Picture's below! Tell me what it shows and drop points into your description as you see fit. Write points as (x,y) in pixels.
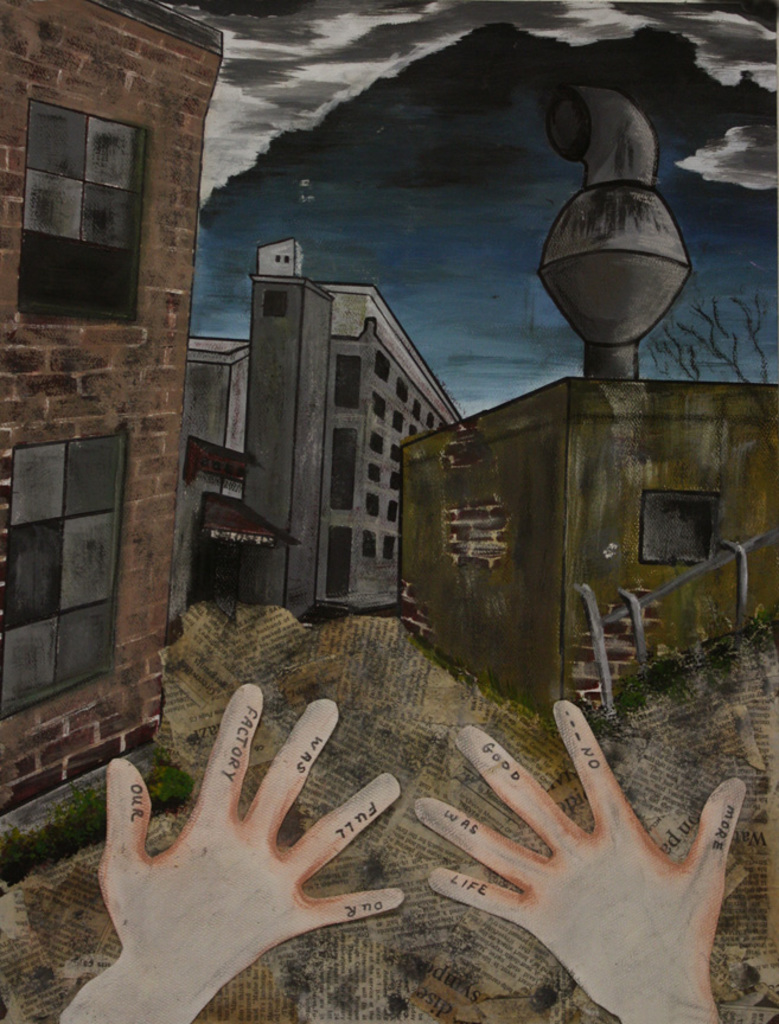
In this image I can see many buildings (250,507) which are in brown, ash and green color. In the background (312,177) I can see the clouds (328,94) and the sky (368,139). I can also see the person's hands (340,850) in the image.
